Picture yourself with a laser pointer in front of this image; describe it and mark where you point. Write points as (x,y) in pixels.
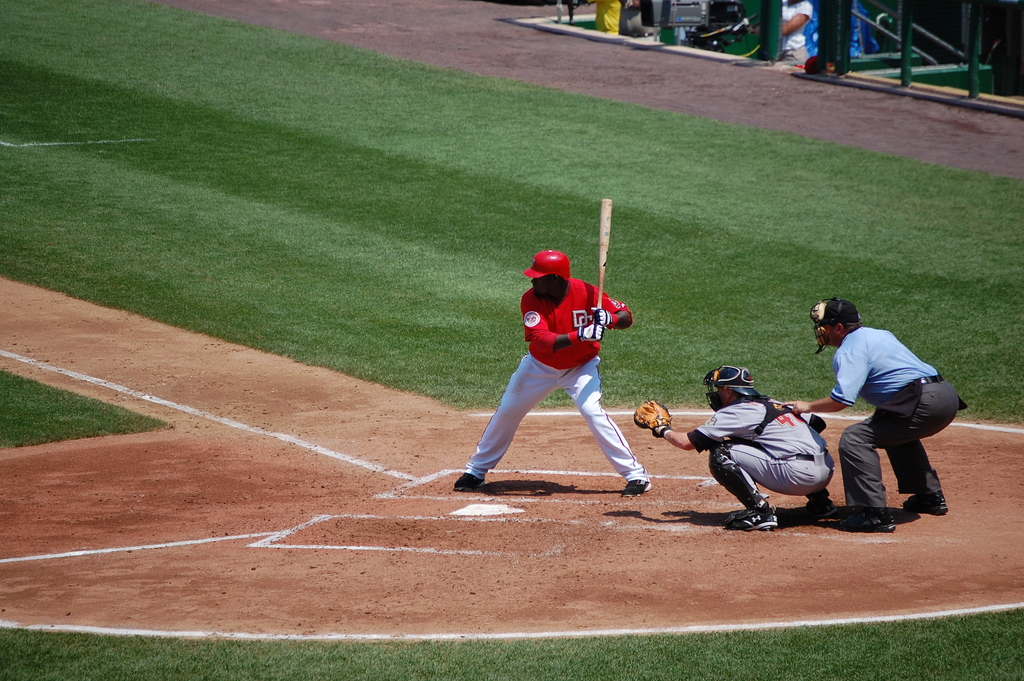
In this image there is one person (544,383) who is holding a bat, and playing and there are two persons (830,411) who are wearing helmet (820,317) and one person (705,439) is wearing a gloves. At the bottom (128,484) there is ground (679,450), and in the background (608,24) there is a railing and some persons (623,25).
